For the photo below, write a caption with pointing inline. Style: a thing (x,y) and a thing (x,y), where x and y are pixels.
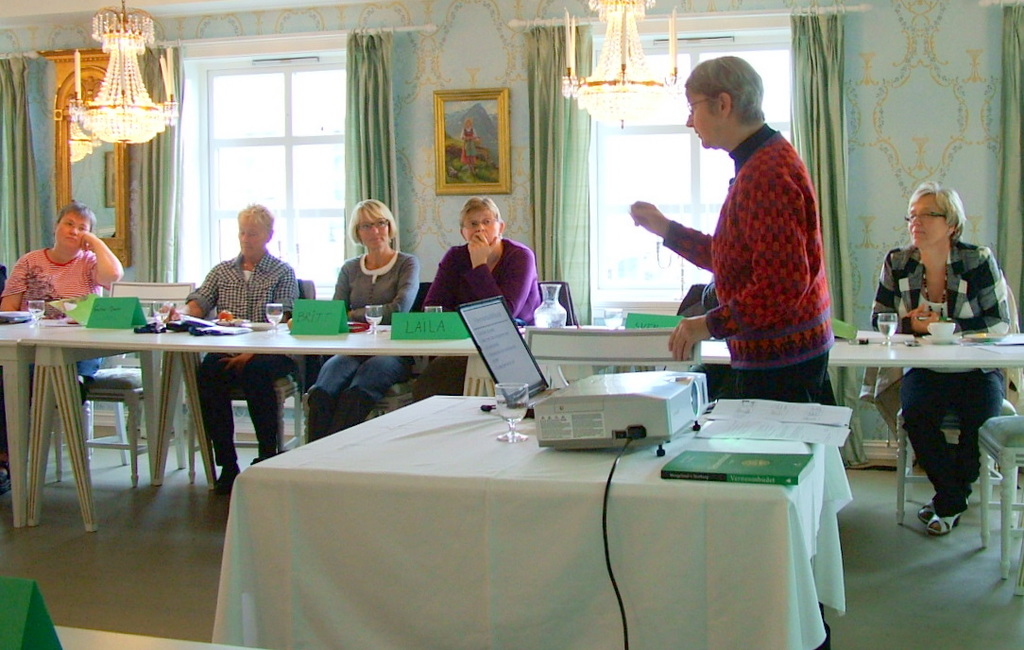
On the background (469,174) we can see decorative wall (893,216), photo frame (491,141) over it. These are windows (341,169) and curtains (375,134) in green colour. These are ceiling lights (648,88). Here we can see few persons (479,269) sitting on chairs (190,291) in front of a table (137,335) and on the table (64,326) we can see glasses (278,304), boards (300,323), cup (943,331) and saucer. Here in front of the picture we can see a table (366,450) and on the table (701,500) we can see projector device (654,433), books (718,473), laptop (542,394) and a glass of water (503,438). Here we can see one man (700,264) standing near to this table (229,553).
